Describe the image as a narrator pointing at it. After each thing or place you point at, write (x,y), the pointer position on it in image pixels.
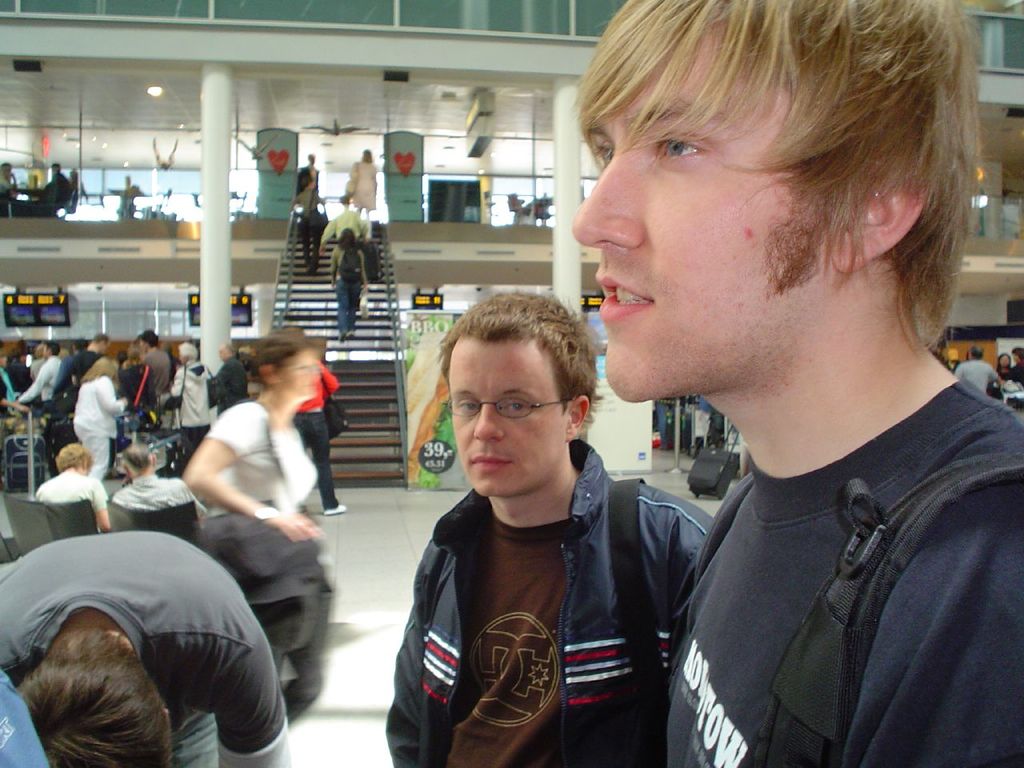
This picture shows a building (250,288) and we see few people (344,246) standing and few are seated on the chairs (72,508) and we see couple of men (697,605) wore backpack (638,605) on their back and we see a woman (301,460) wore a bag (256,602) and we see stairs (365,387), few people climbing and we see lights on the roof (110,92) and we see a advertisement hoarding (417,402).
